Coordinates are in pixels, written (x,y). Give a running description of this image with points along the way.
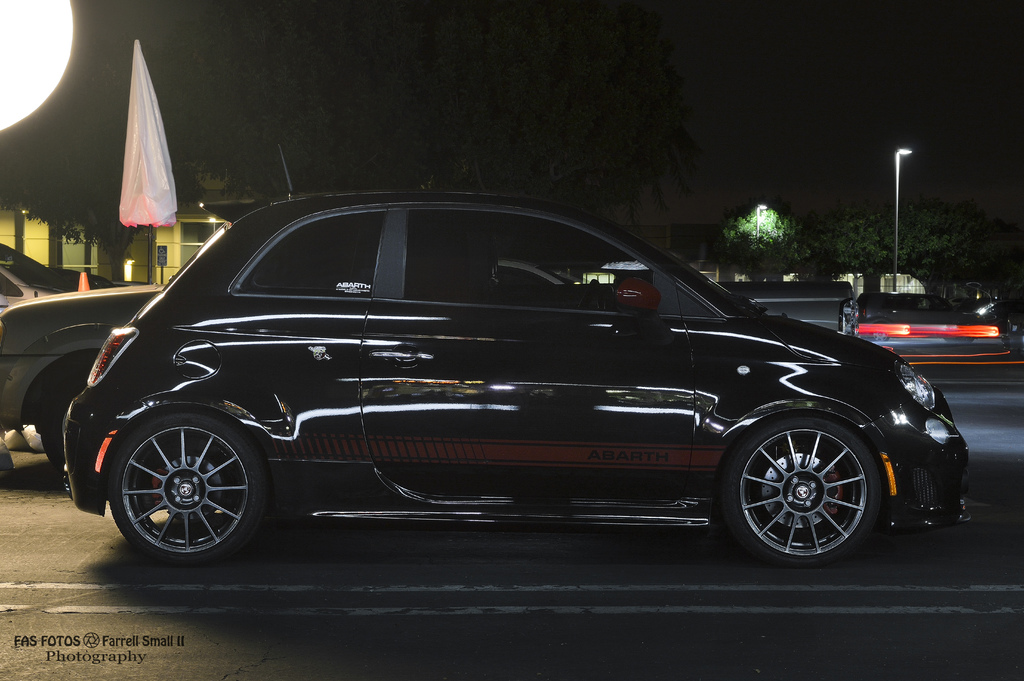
In this image there is a road (820,637) on that road (56,517) there are cars (427,329), in the background (581,97) there are trees (683,144) and light poles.
